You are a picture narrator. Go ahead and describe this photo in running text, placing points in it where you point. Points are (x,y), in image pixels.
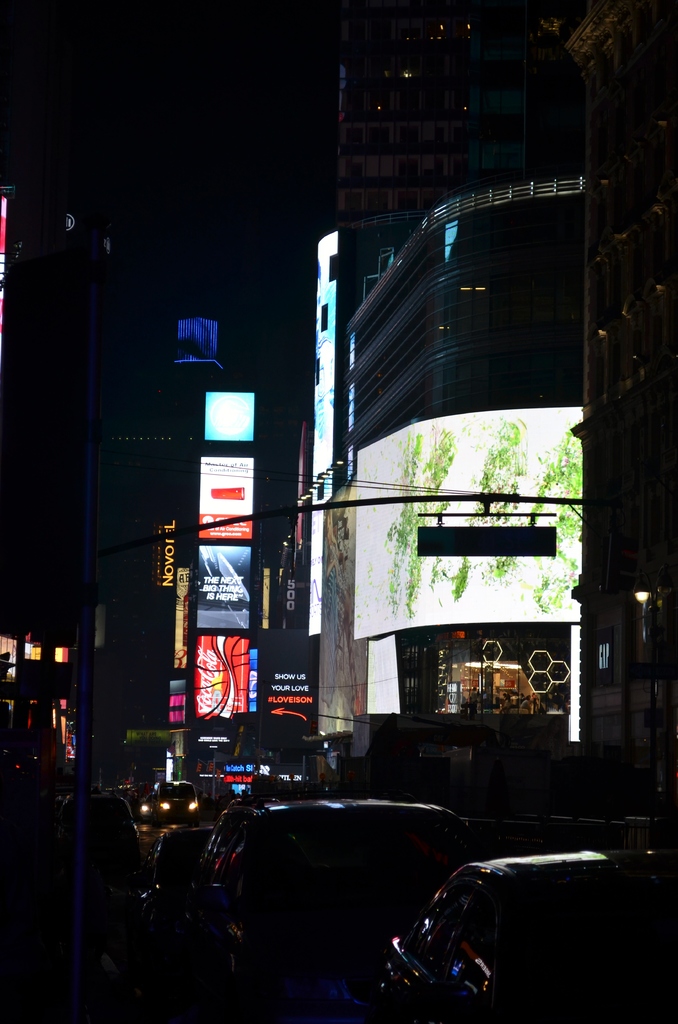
In this picture we can see skyscraper (530,365) and buildings (635,368). On the building (215,444) we can see advertisement board (208,486), led screens (371,615) and light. At the bottom (241,820) we can see many cars (352,937) on the road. At the top (260,65) there is a sky (265,31).
